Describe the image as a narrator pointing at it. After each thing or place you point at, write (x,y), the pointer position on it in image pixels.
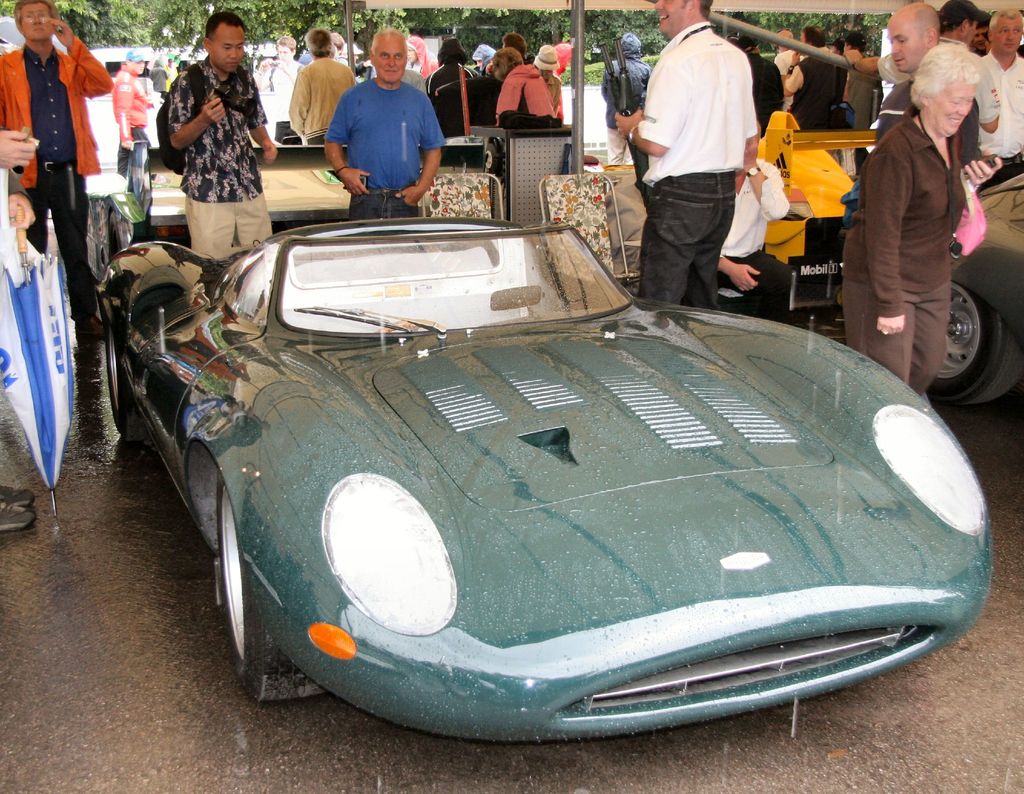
In this picture I can see a car (564,323) in front (339,392) and it is of green color and around the car (232,279) I can see number of people (708,115). In the background (346,87) I can see few more people (292,62) and I can see number of trees (383,15). On the right side of this picture (1005,247), I can see another car (1019,357). In the middle of this picture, I can see 2 chairs (483,175) and I can see the poles (576,24).
